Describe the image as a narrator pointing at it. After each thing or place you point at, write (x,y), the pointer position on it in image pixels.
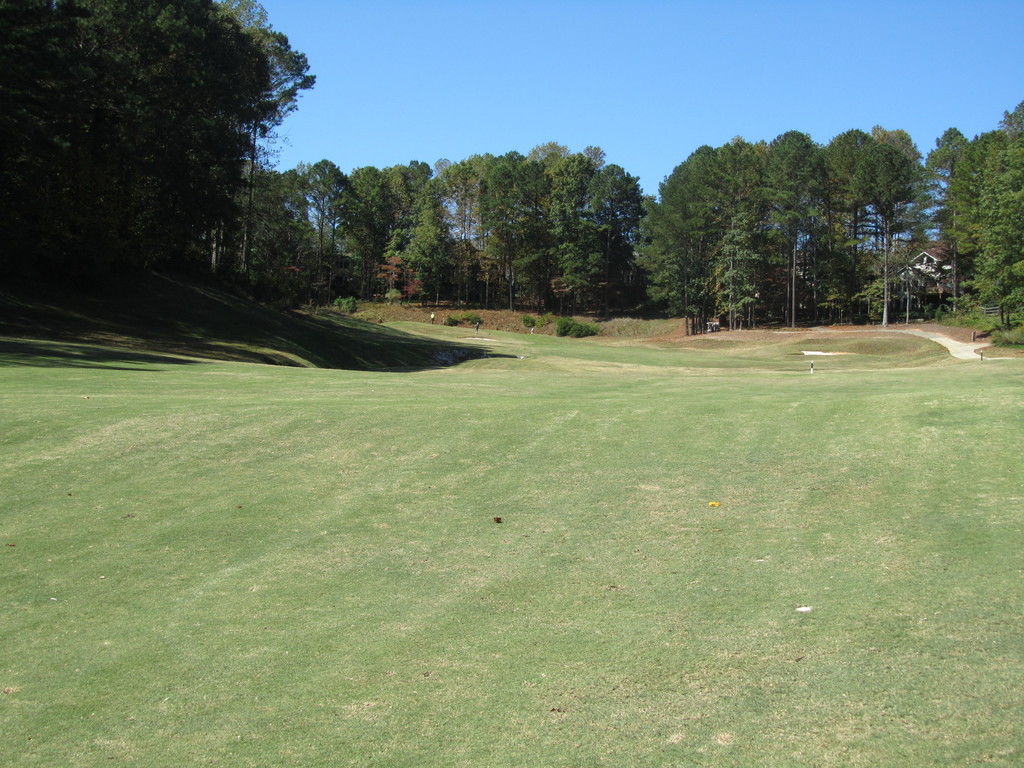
In this image I can see the ground (451,504), some grass (451,504) on the ground (349,490), few trees (289,262) which are green and brown in color and a house (948,248). In the background (816,104) I can see the sky (552,86).
